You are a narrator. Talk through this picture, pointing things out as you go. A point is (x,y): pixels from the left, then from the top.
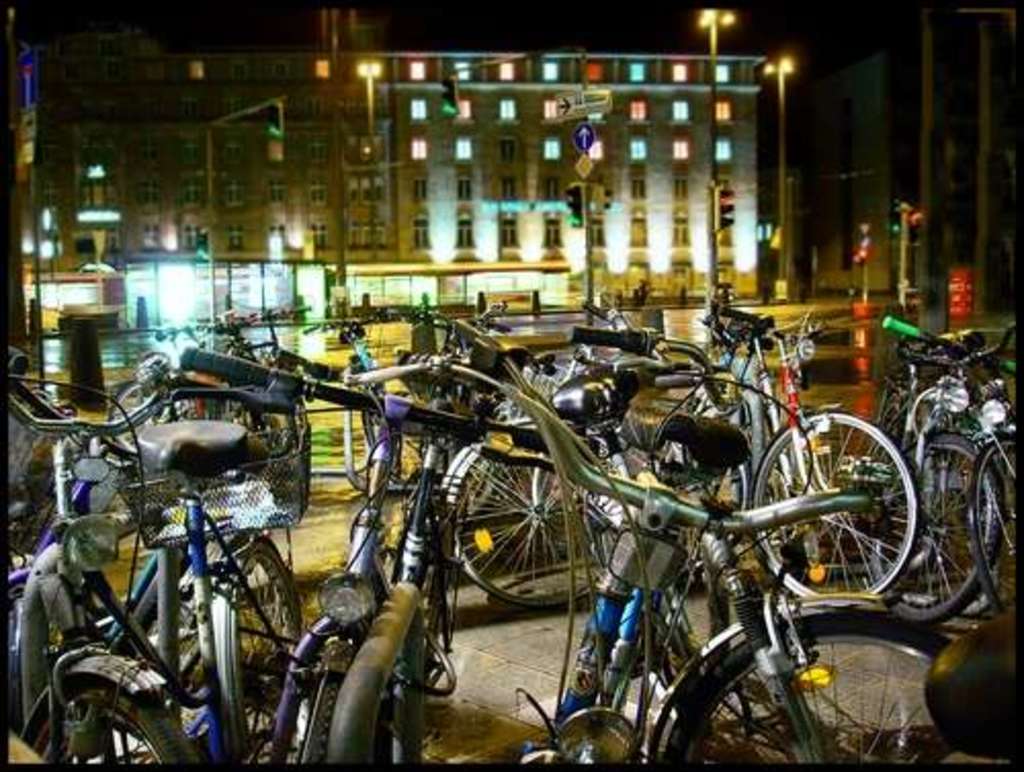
In this picture we can see some bicycles (450,471) in the front (317,449), in the background (409,220) there is a building (411,211), we can see some poles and lights (727,14) here, there is a sign board (585,96) in the middle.
